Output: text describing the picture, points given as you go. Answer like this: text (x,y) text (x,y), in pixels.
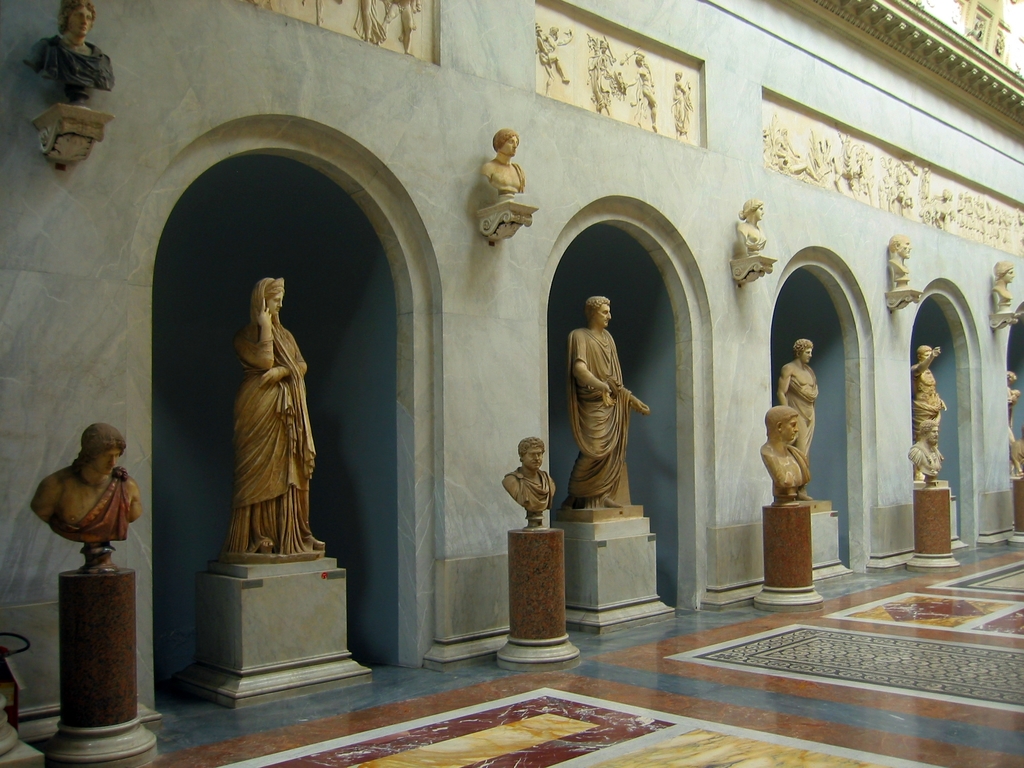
In this picture I can see statues (814,387) and sculptures (506,165) on the wall (673,193).
